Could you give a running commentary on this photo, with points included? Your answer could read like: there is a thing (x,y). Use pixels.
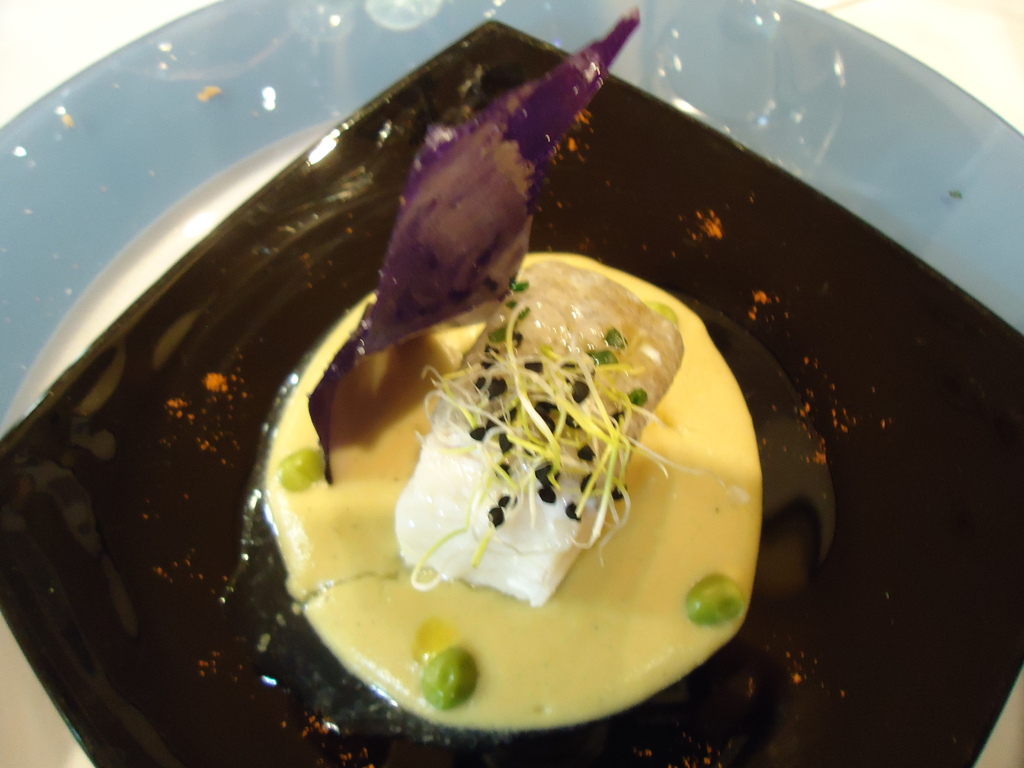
In this image we can see food (433,289) placed in a plate (923,509).
